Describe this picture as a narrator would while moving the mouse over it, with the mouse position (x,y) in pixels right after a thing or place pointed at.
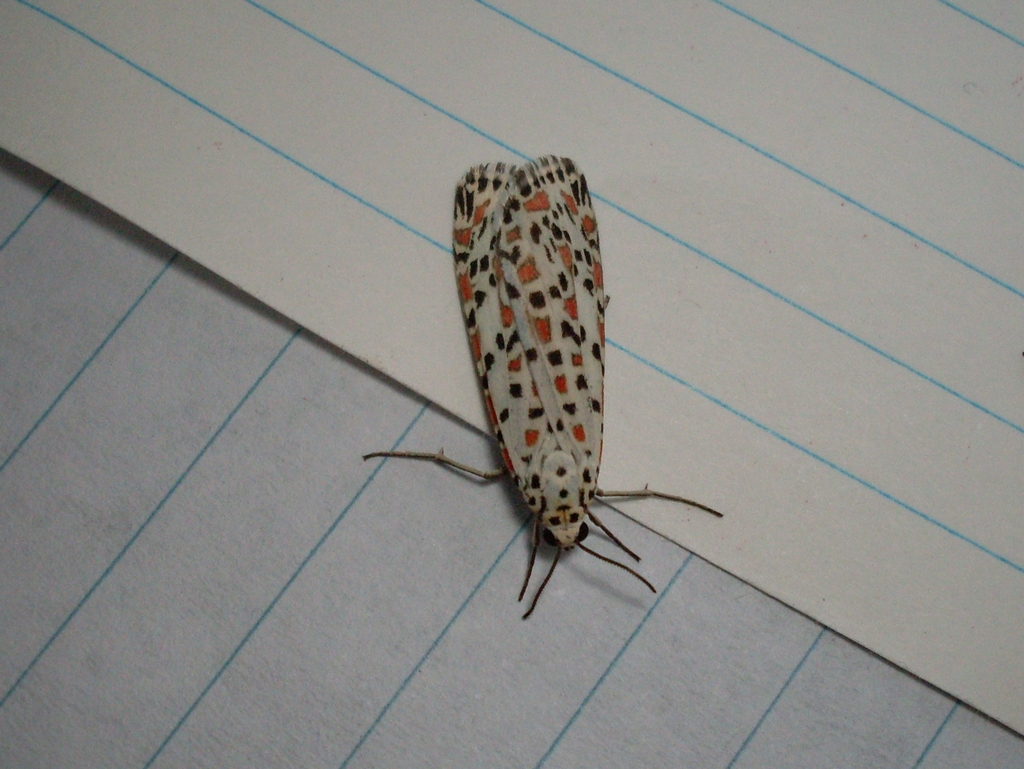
In this image there are two papers (654,457). In the middle of the image (601,278) there is a moth (501,360) on the papers (619,516).
